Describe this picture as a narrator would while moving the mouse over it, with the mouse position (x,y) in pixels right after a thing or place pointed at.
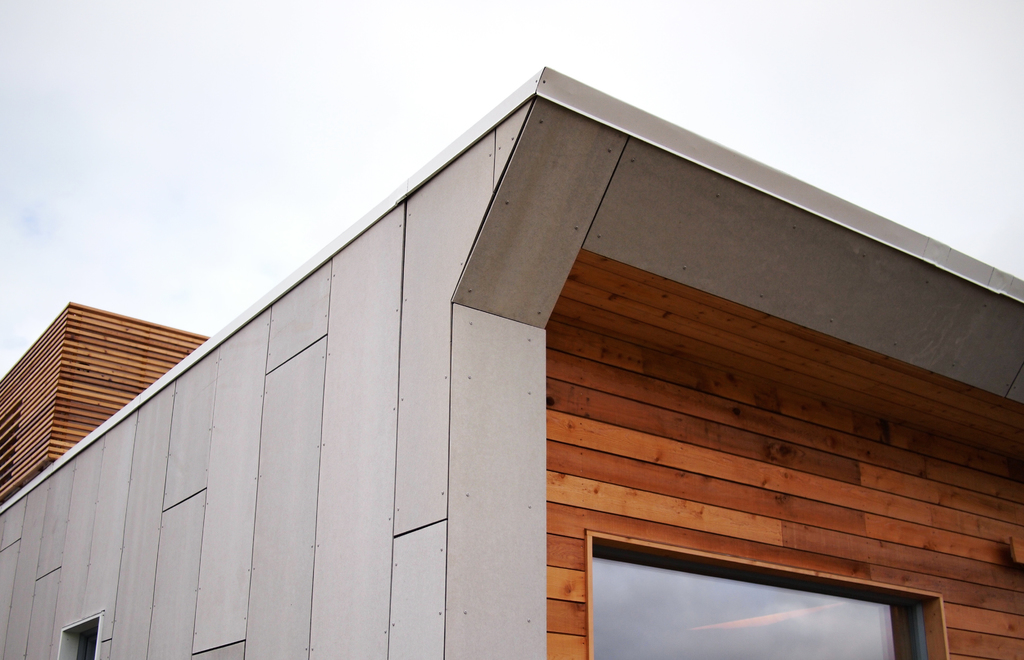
In this image we can see a building (527,260) containing a window (793,644) on the wall (966,608). In the background (289,56) we can see the sky (255,66).
